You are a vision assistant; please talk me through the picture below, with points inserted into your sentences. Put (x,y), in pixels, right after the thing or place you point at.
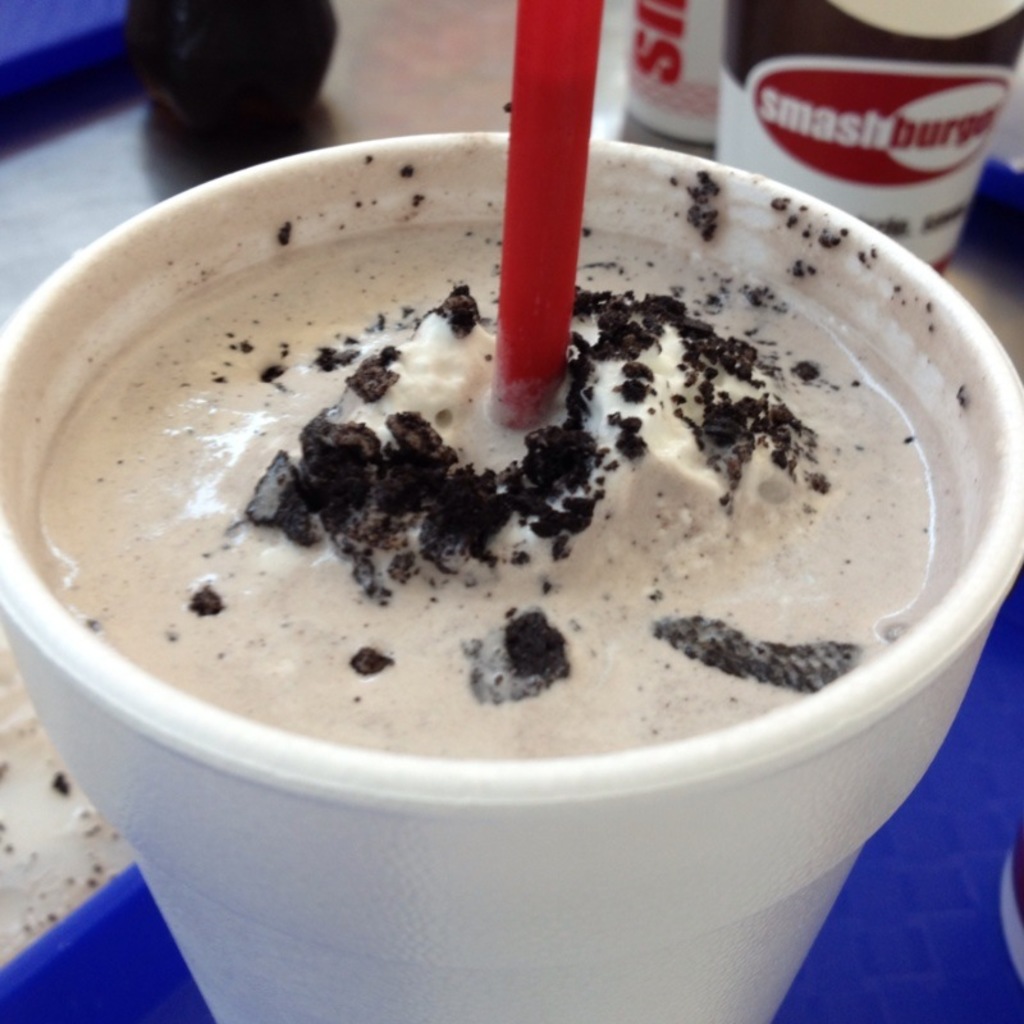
In this image we can see a glass (532,697) containing milkshake (321,704) and a straw (502,386) in it. At the bottom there is a table (369,84).
